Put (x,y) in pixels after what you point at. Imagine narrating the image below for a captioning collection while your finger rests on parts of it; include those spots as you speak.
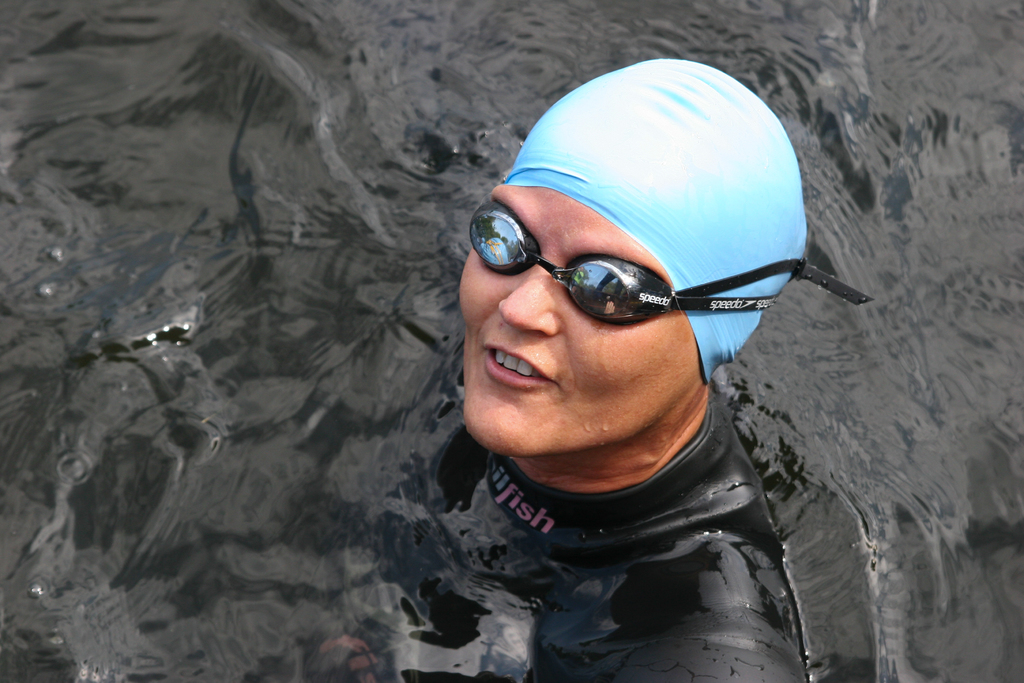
In this picture we can see a person (643,634) wore a cap (636,219), goggles (605,317) and this person (517,272) is in the water (340,307).
